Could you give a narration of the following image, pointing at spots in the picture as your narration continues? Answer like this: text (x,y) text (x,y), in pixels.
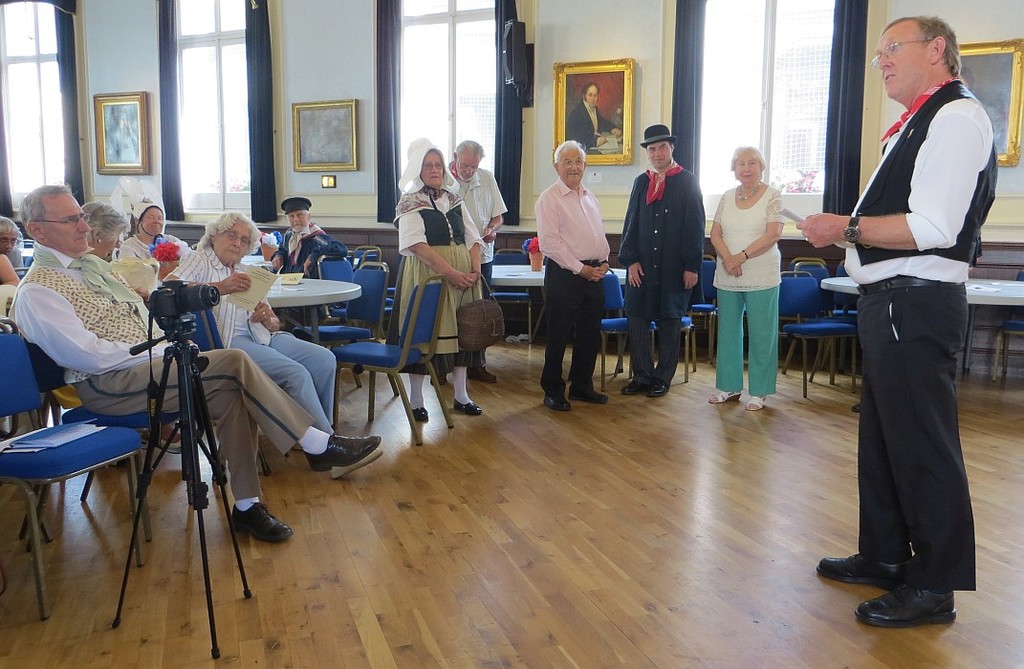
In this picture there are several people (336,253) sitting on the table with a camera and stand (182,372) in front of them. A guy (915,121) who is catching a letter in his hand (805,230) is talking with them.
